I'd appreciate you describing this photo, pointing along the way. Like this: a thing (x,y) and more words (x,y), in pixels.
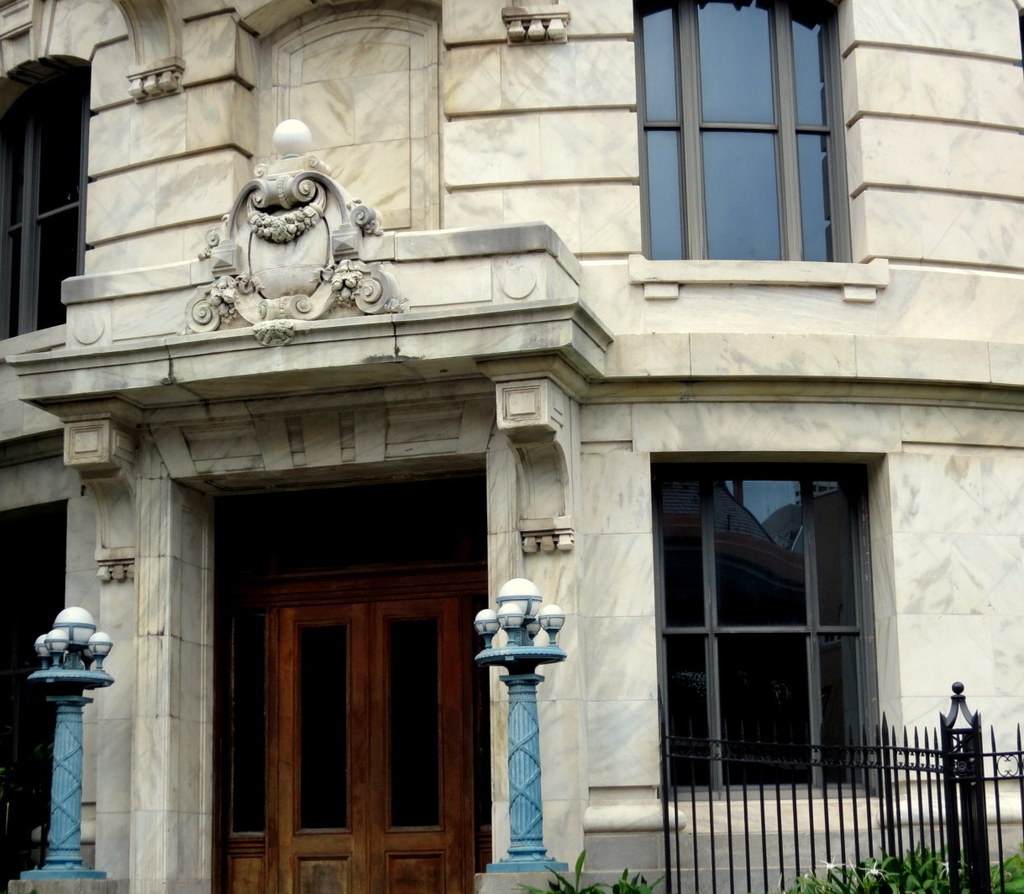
This picture is clicked outside. On the right (970,766) we can see the metal fence (831,766) and the green leaves (1006,877). In the center (669,506) we can see the windows (832,581) and the door (388,659) of the building (387,413) and we can see the lamps (526,633) and the metal rods (530,805) and some other objects (336,295).
